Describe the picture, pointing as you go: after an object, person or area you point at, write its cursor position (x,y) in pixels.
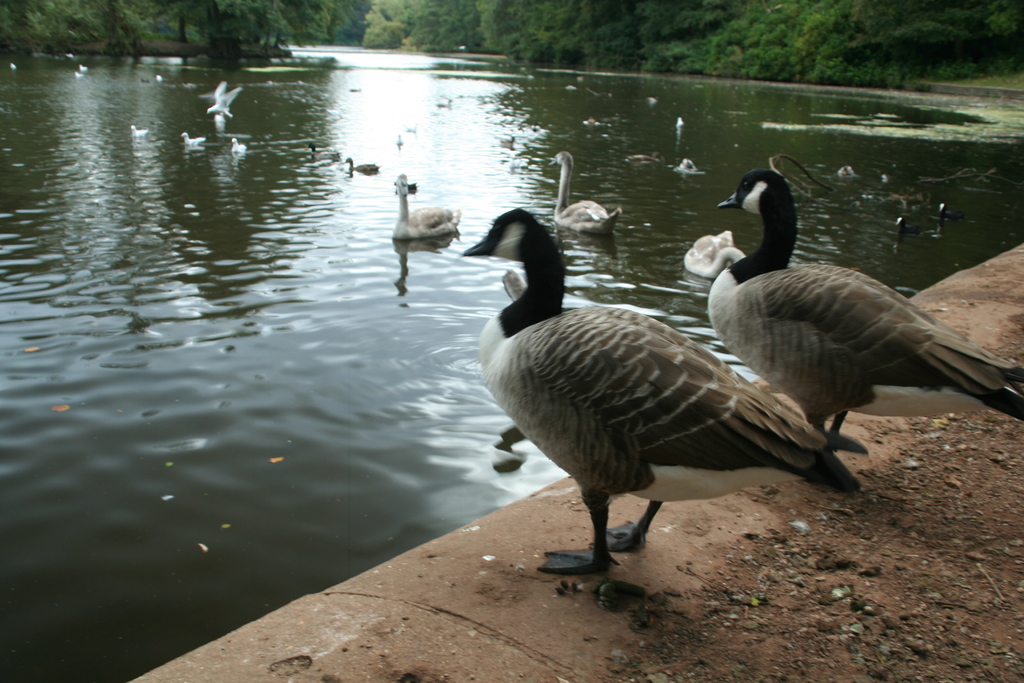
In the image we can see there are many birds (323,154) in the water (361,192). This is a water (145,366), grass (999,80) and trees (627,28). This is a sand (820,603) and there are two birds (746,432) next to each other.
